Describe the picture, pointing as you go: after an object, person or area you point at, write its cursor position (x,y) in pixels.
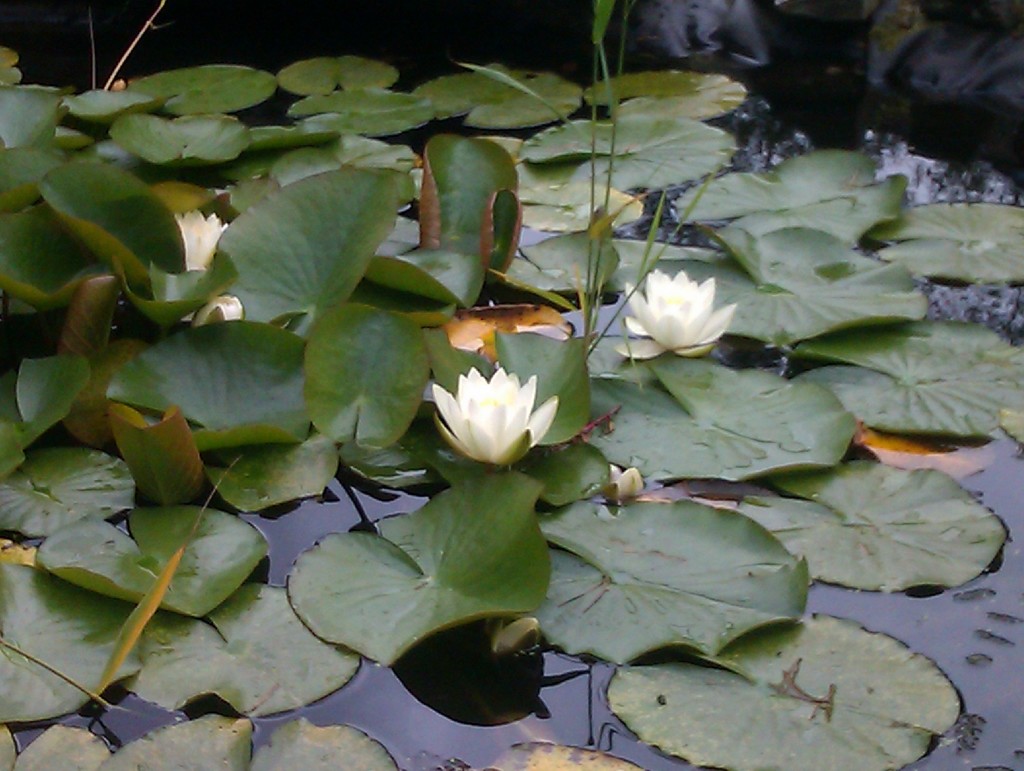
In this image we can see lotus flowers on the water (451,640) and there are leaves (749,556).
